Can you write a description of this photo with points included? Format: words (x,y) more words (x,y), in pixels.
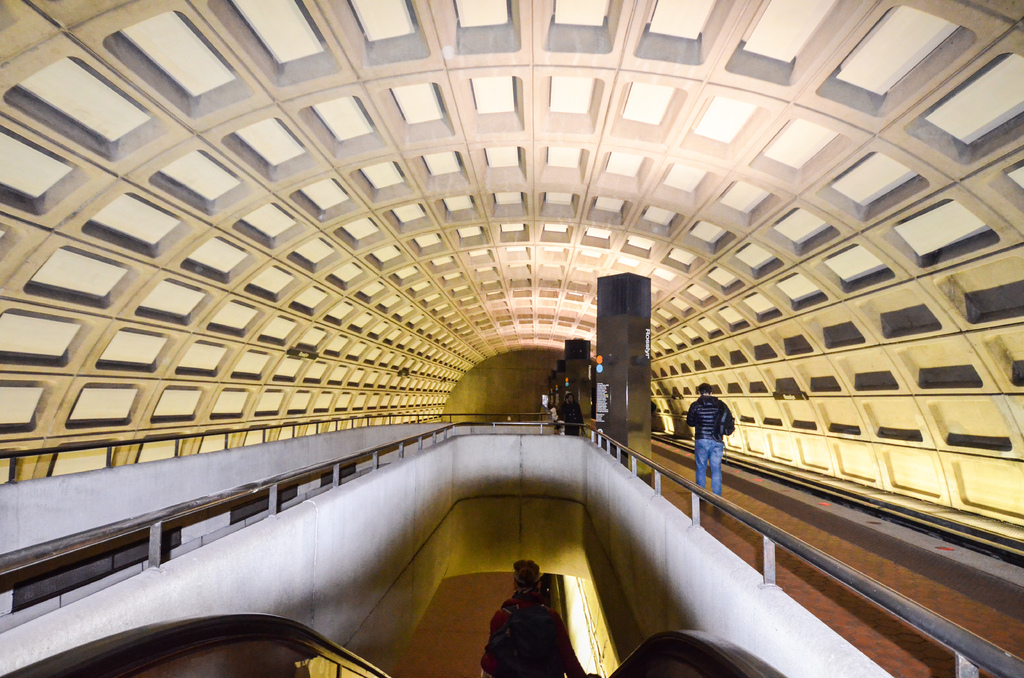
This is the picture of a building (771,478). In the middle of the image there is a person (573,648) standing on the escalator (199,632). On the right side of the image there is a person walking behind the railing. On the left side of the image (271,497) there is a railing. At the top (605,149) there is a roof (663,157).
